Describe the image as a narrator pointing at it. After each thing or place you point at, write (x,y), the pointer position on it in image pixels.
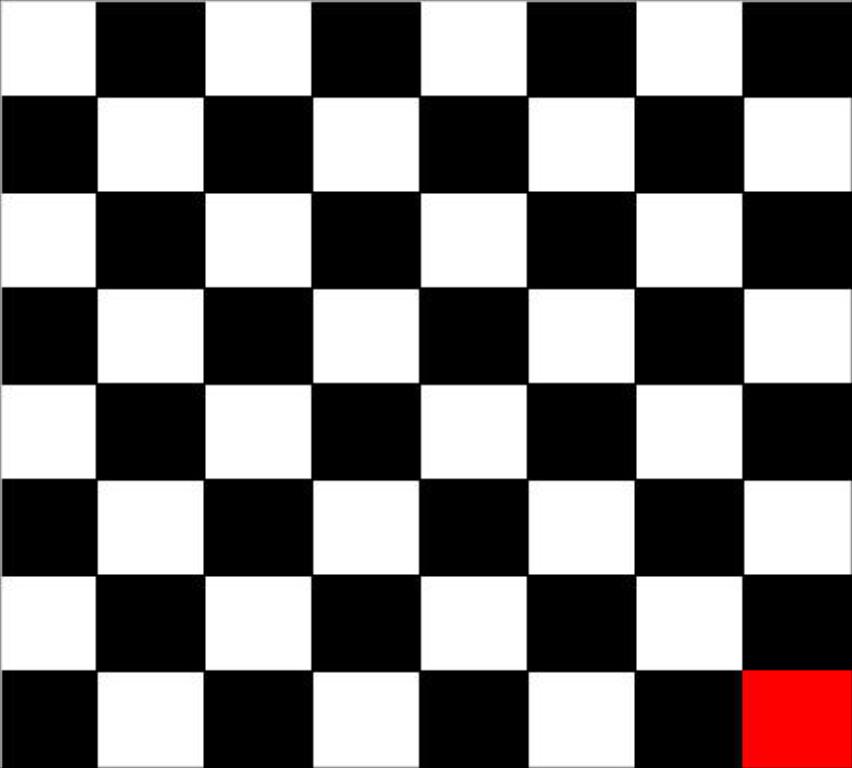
In this image there is a chess board (180,533).
